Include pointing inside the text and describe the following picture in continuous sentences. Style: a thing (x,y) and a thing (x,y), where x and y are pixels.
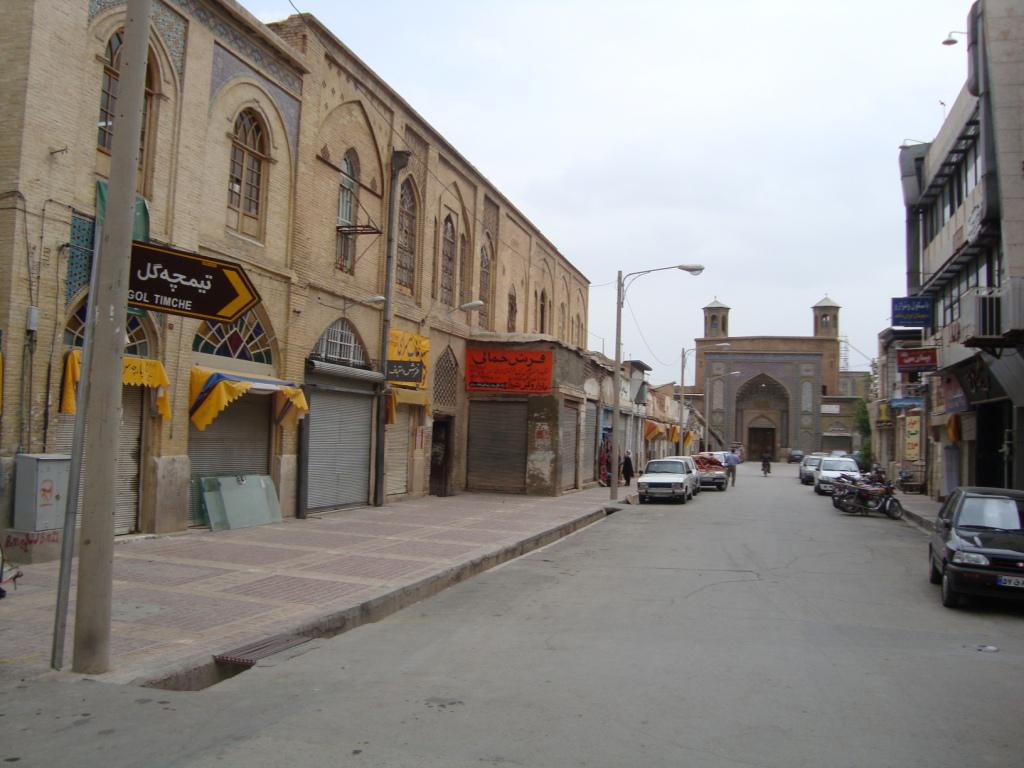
In this picture we can see cars (952,539), bikes (847,491) and a person (734,454) on the road (816,569), light poles (115,457), footpath (402,528), name boards (165,266), shutters (508,449), buildings (145,433) with windows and some objects (58,519) and in the background (709,191) we can see the sky (666,117).
